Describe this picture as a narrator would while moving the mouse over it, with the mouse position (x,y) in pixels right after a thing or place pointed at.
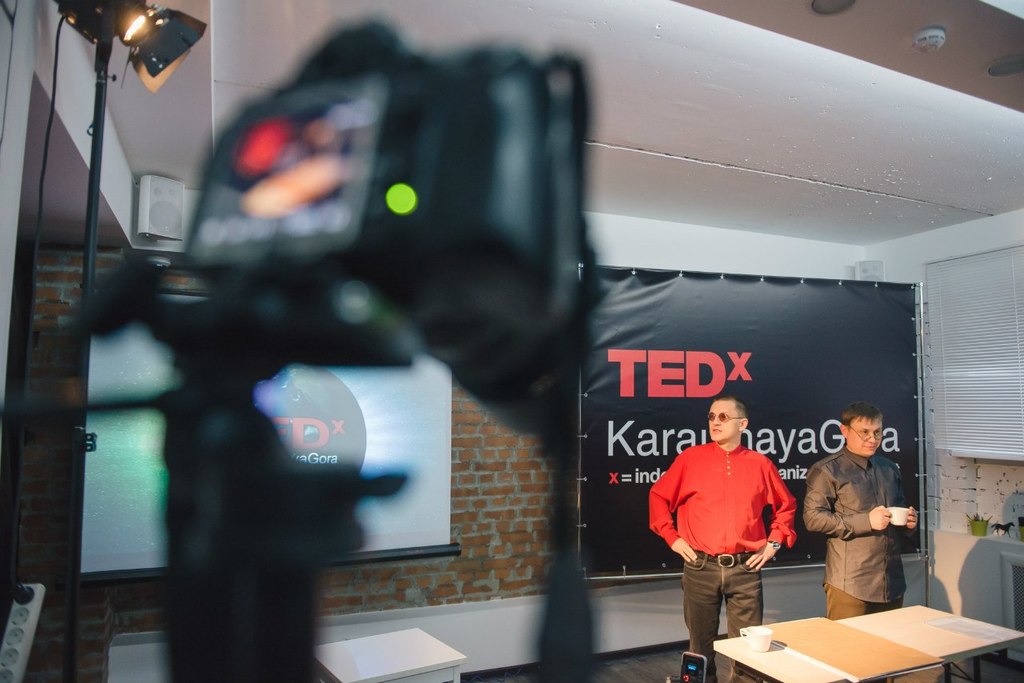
As we can see in the image there is a brick wall (492,460), screen (349,433), lights (142,41), banner (707,290) and two people (727,521) standing over here. In front of them there is a table (902,630). On table (825,651) there is a book (811,641) and cup (751,635).
